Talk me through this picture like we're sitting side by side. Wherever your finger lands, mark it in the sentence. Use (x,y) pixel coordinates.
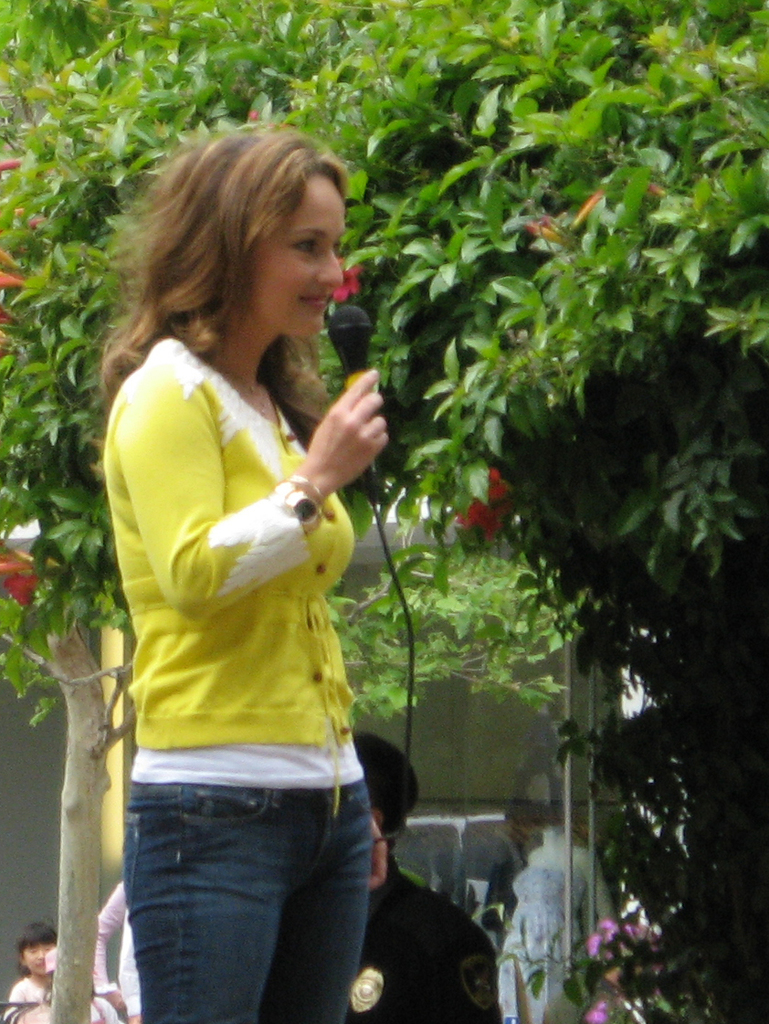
On the left side of this image (209,461) there is a woman (210,739) standing facing towards the right side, holding a mike (340,358) in the hand (331,443) and smiling. In the background (408,937), I can see some more people (379,937) and a mannequin (537,910) and also there is a wall (23,779). At the top of the image (152,77) there are trees (496,114).
